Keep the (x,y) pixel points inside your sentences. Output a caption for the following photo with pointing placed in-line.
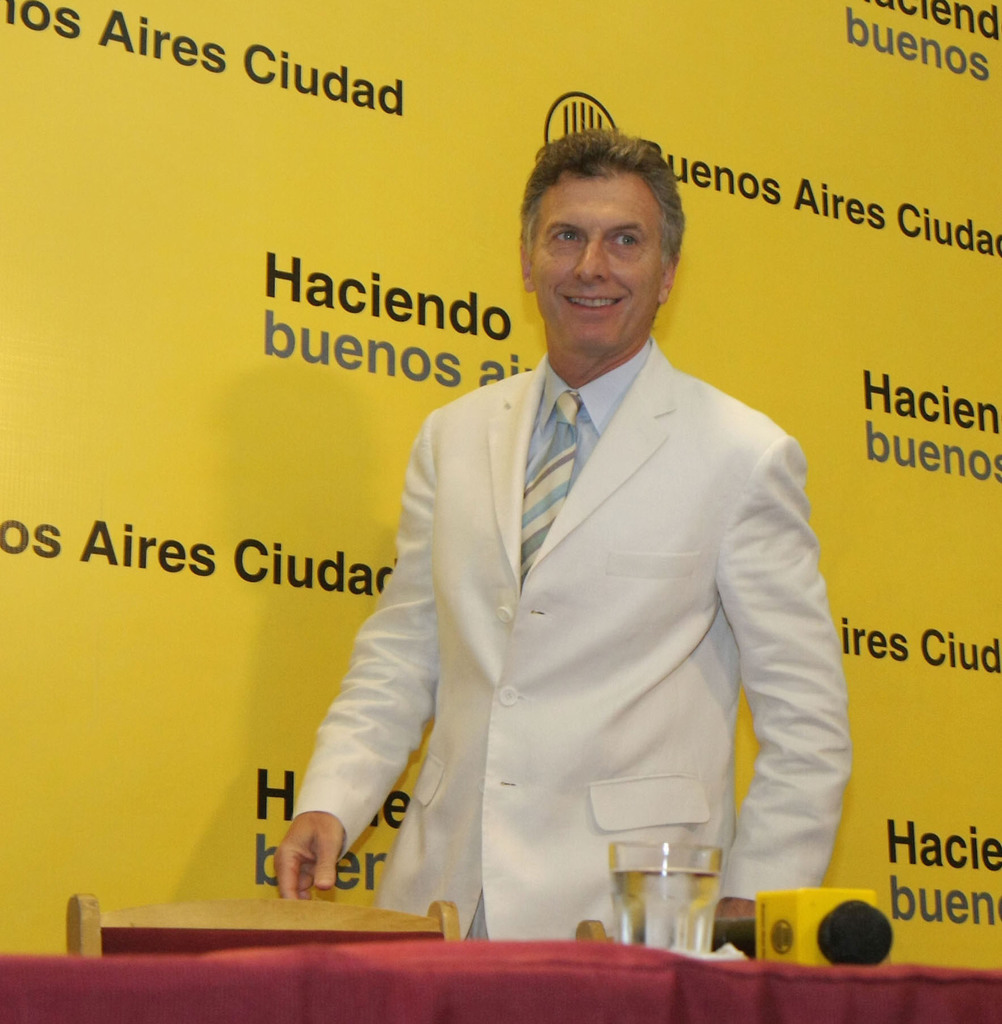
In this picture I can see a man (497,728) standing and smiling, there is a chair (248,912), there is a glass of water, mike (741,940) and a tissue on the table (11,971), and in the background (651,17) there is a board (170,487).
